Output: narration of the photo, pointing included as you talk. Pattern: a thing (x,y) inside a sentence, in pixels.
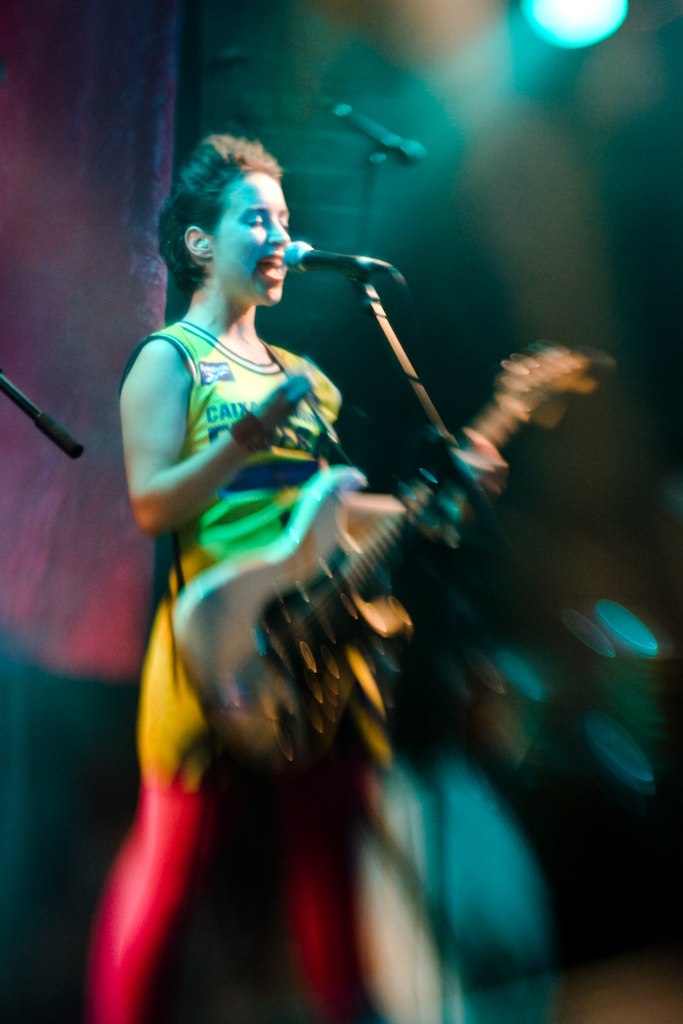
In this image we can see a woman (232,442) wearing yellow dress (170,638) is holding a guitar (221,621) in her hands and singing through the mic (343,271).
